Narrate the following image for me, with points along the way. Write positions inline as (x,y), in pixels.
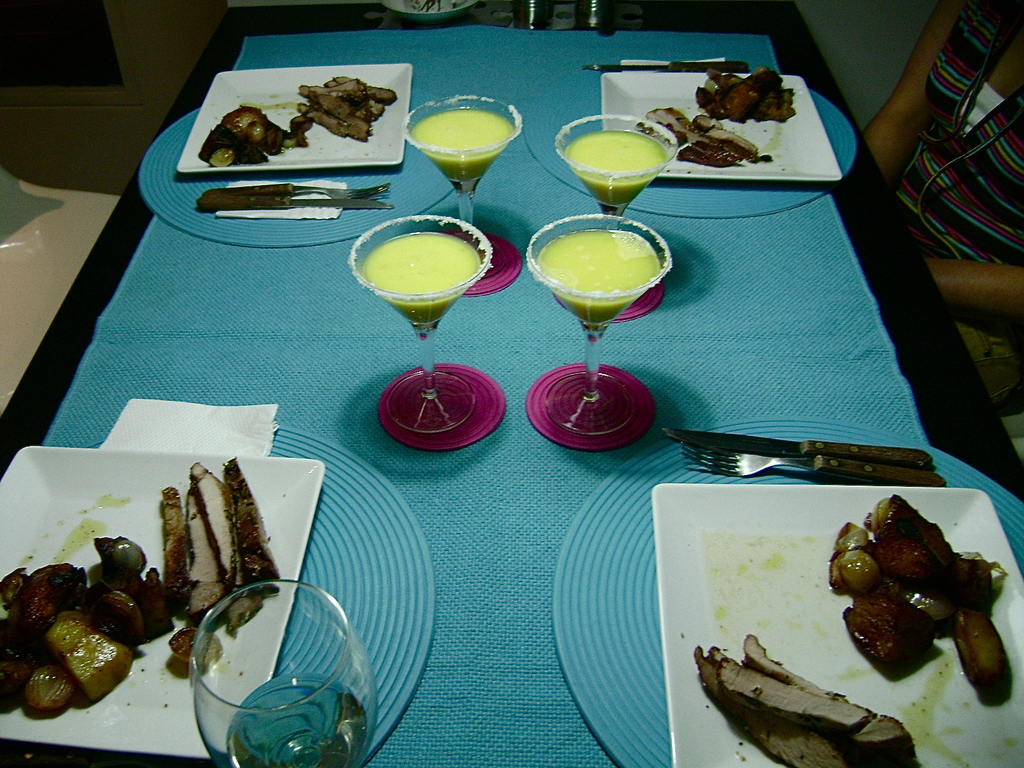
On the table (661,296) we can see white plates (1012,704), meat (386,94), potatoes (72,595), knives (845,446), forks (838,468), tissue papers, mats (379,618), juice glass (599,153) and other objects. On the right (983,182) there is a woman (990,198) who is sitting near to the wall (898,42).
